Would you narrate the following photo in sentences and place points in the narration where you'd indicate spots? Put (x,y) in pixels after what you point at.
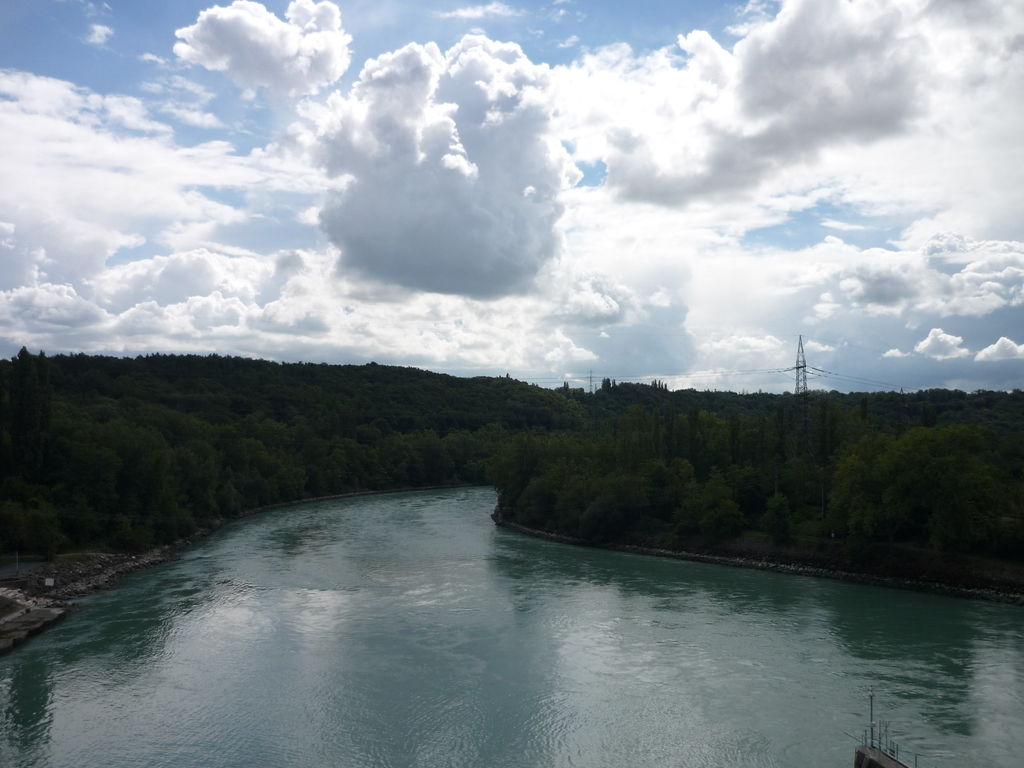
In this image in the foreground (198,544) I can see the water (293,519), in the middle (512,508) there are many trees (861,524) and the background (415,235) there is the sky (567,116).
